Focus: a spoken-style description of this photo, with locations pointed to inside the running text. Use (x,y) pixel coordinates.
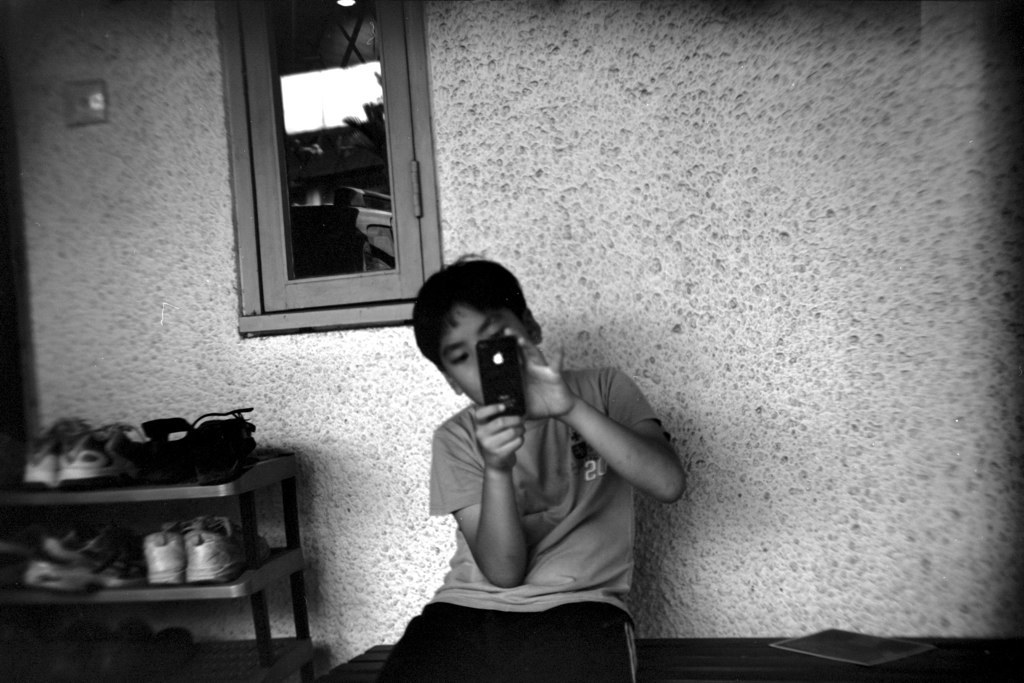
In this rack (249,488) there are shoes (121,459). This boy (533,497) is sitting on a bench (714,642) and holding a mobile (516,378). This is glass window (371,135).
